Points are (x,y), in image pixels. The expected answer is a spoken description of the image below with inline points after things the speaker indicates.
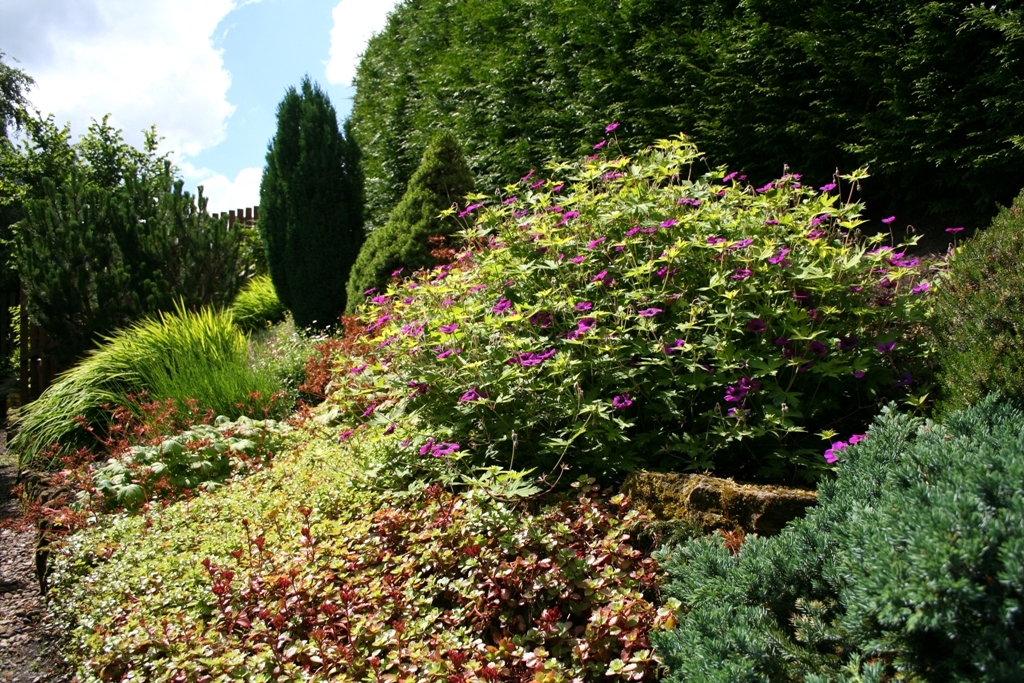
In this image we can see there are some plants (307,353) and trees (283,176). In the background (254,60) there is a sky (278,50).
